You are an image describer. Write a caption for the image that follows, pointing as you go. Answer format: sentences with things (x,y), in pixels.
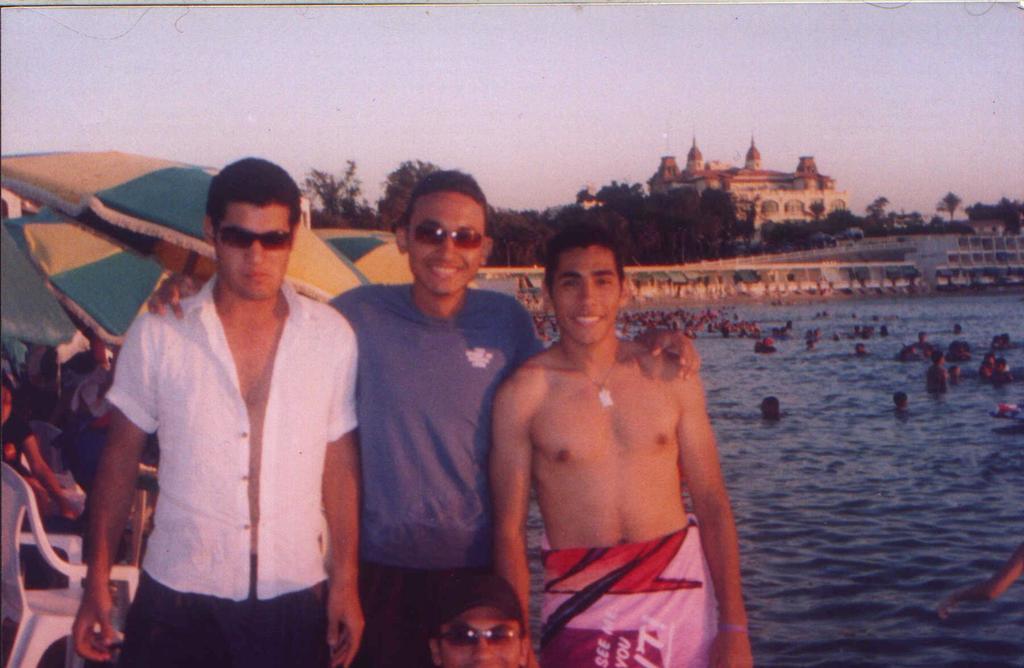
In this image there are three men (411,406). Two of them are wearing glasses (473,240). In the background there are many people (937,371) in the water body (685,328). Here there is an umbrella (128,224). There are many people (53,474) and few chairs (12,541). In the background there are trees (490,210), buildings (719,184).
